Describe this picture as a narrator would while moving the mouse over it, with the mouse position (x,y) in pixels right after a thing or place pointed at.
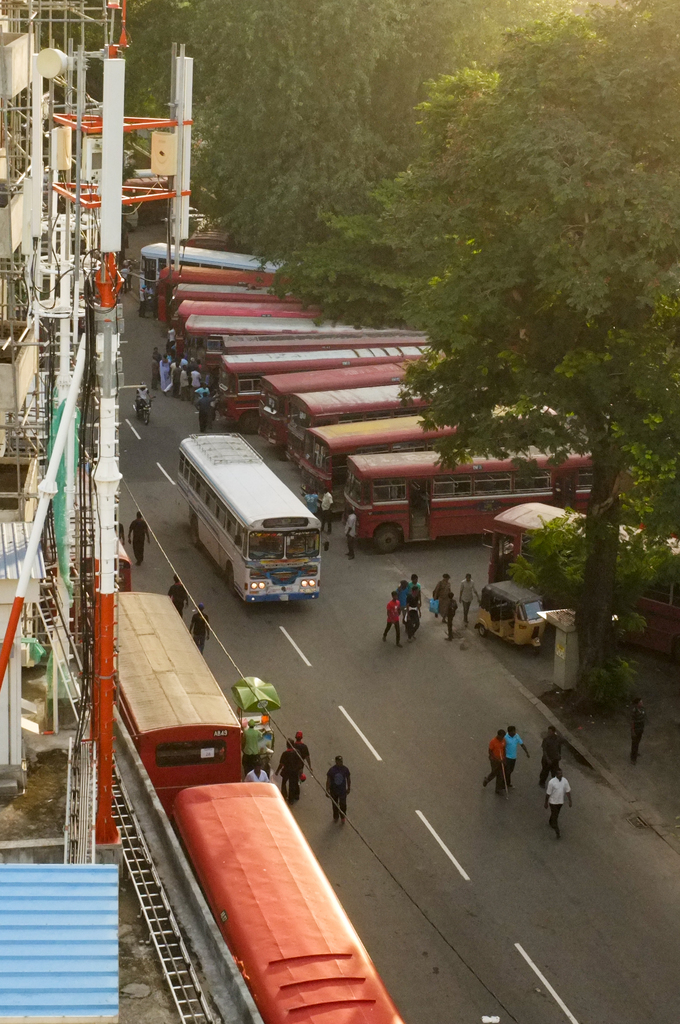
This picture is clicked outside. On the left (39,305) we can see the building (45,761) and the metal rods (143,847). On the right (457,520) we can see the group of buses (236,340) and group of persons (406,612), we can see the vehicles (661,639) and we can see the trees (583,308) and some other objects (247,693).
